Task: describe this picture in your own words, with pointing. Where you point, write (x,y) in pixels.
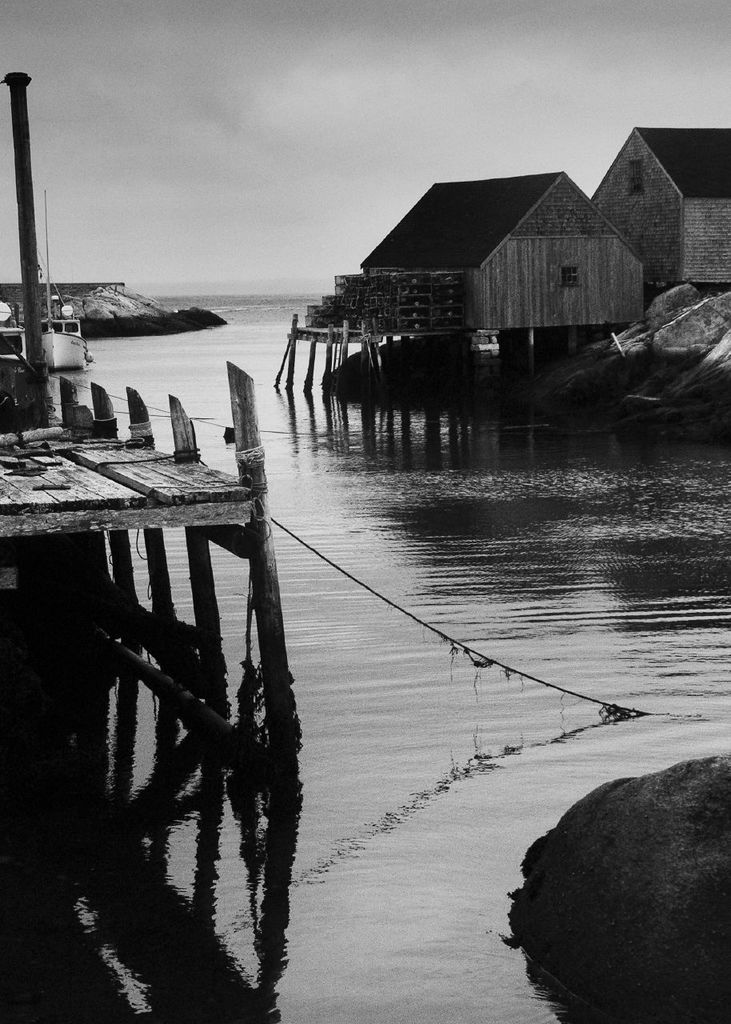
This is a black and white image and here we can see sheds (514,246), a board bridge (117,492) and there are rocks (141,308) and we can see a boat (75,317) on the water (426,694). At the top (273,55), there is sky (270,119).
